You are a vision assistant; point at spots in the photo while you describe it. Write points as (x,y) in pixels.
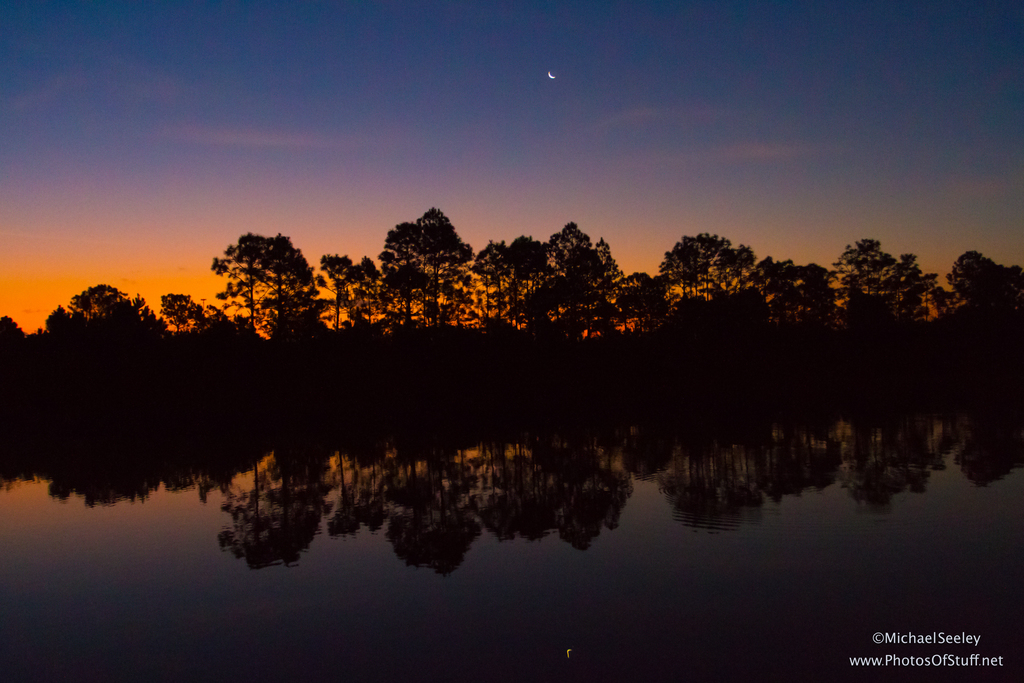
In the image we can see the water (370,482), trees (459,294), sky (392,188) and the half moon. On the water (448,507) we can see the reflection (570,451) of trees (516,274) and on the bottom right (916,649) we can see water mark (906,645).
